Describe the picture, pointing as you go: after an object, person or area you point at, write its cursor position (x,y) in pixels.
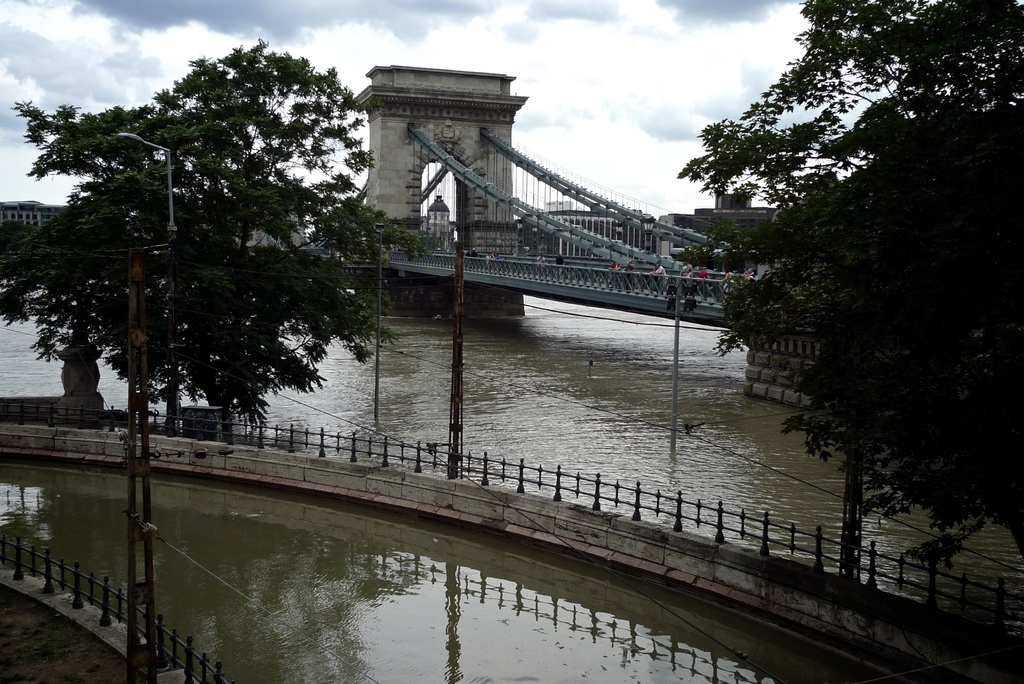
In the center of the image (434,258) there is a bridge (486,275) and persons (543,257). At the bottom of the image (952,643) we can see water (440,635) and wall fencing (629,529). On the right (997,250) and left side of the images we can see buildings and trees (179,302). In the background (352,56) there are building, sky (581,75) and clouds (348,40).
